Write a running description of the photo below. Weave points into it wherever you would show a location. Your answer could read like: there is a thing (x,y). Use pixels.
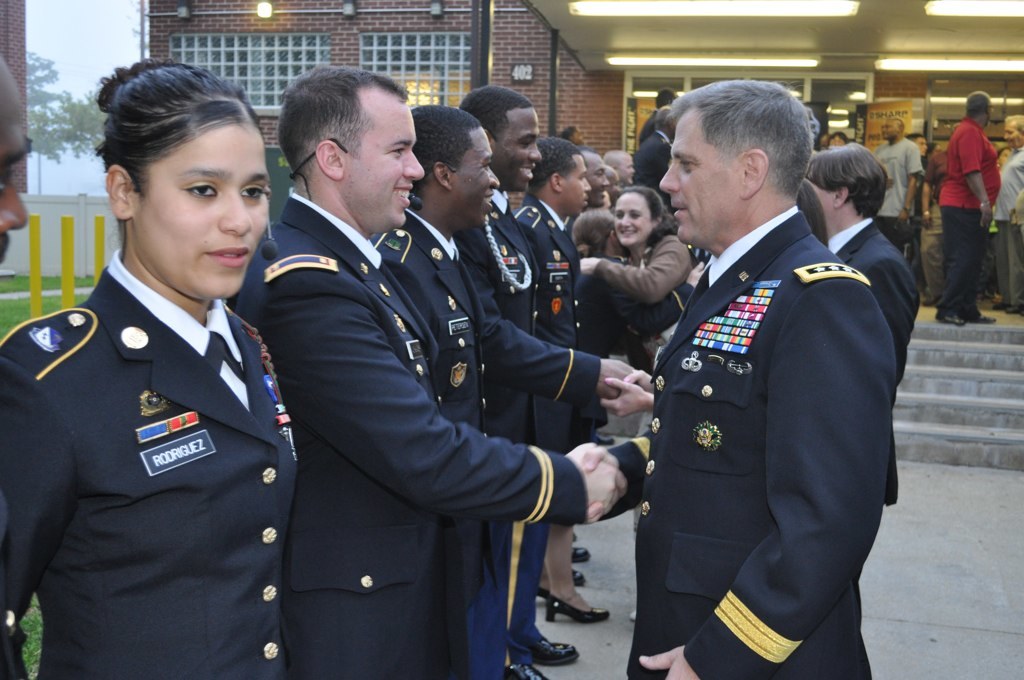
This picture is clicked outside. In the foreground (346,245) we can see the group of persons (553,253) wearing uniforms (683,392) and standing. In the background (967,271) we can see the stairs (979,342), group of persons (980,172) and we can see the roof (732,27), ceiling lights (663,60) and in the background (28,153) we can see the sky (69,56), trees (82,138), poles (37,258), green grass (23,315), buildings (243,16), windows (403,44) and some other objects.
